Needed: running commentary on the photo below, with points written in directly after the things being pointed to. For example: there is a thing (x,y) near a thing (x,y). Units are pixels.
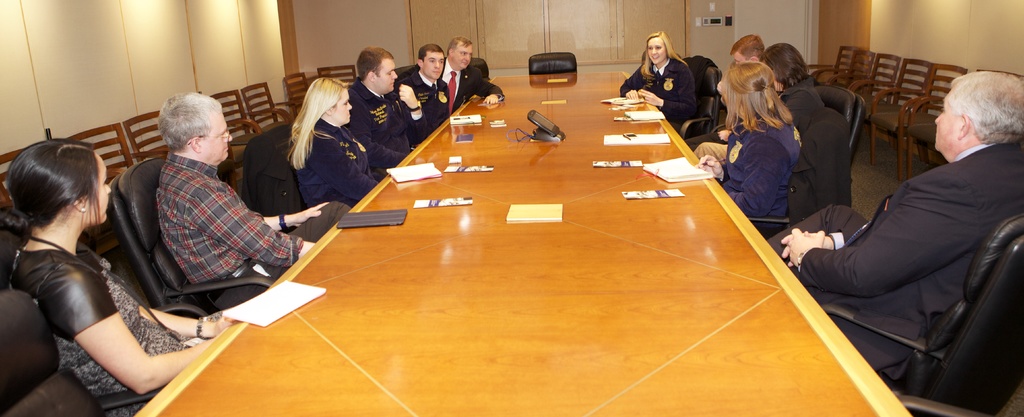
In this picture we can see some people (351,154) are sitting on chairs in front of a table (749,360), there are some books (645,197) and a phone (550,128) present on the table (607,196), on the right side (901,100) and left side (162,155) there are chairs (856,89), it looks like a wall (972,36) in the background (397,33).
